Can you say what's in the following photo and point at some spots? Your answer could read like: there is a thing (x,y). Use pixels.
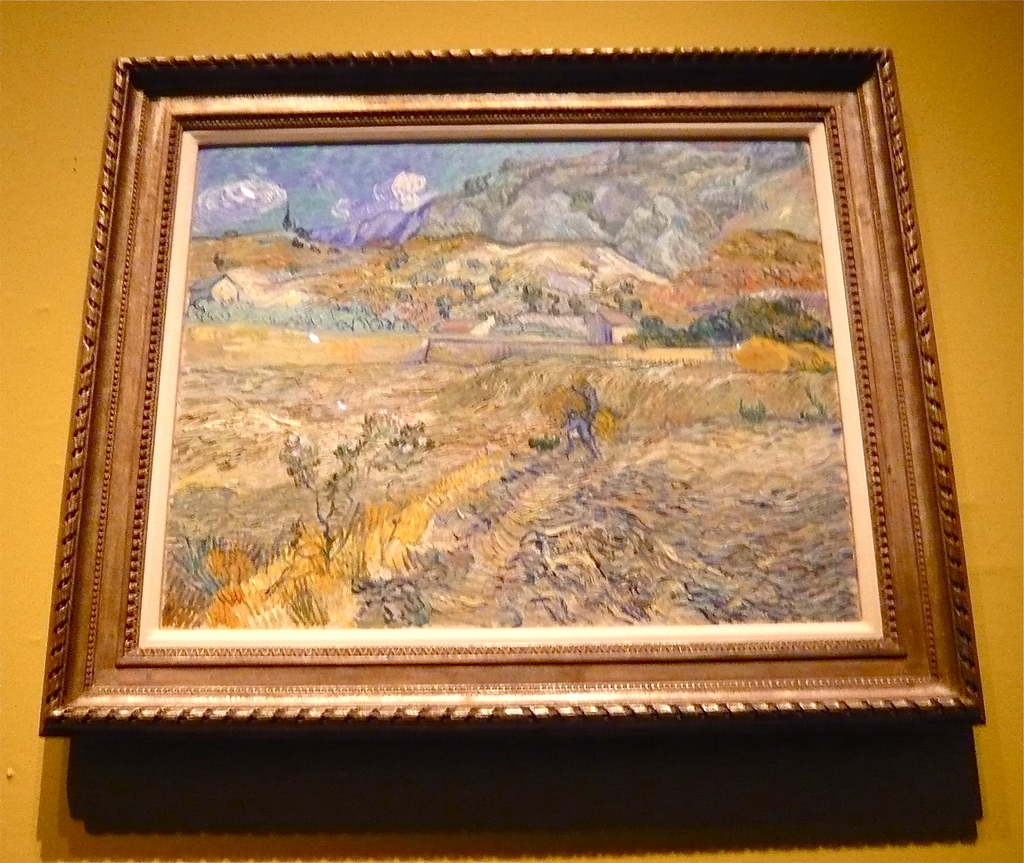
In this image I can see the frame (860,476) attached to the wall (950,198). In the frame (822,207) I can see a person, few houses (211,299) and I can also see few trees (289,321). Background (985,376) the wall (946,223) is in yellow color.
